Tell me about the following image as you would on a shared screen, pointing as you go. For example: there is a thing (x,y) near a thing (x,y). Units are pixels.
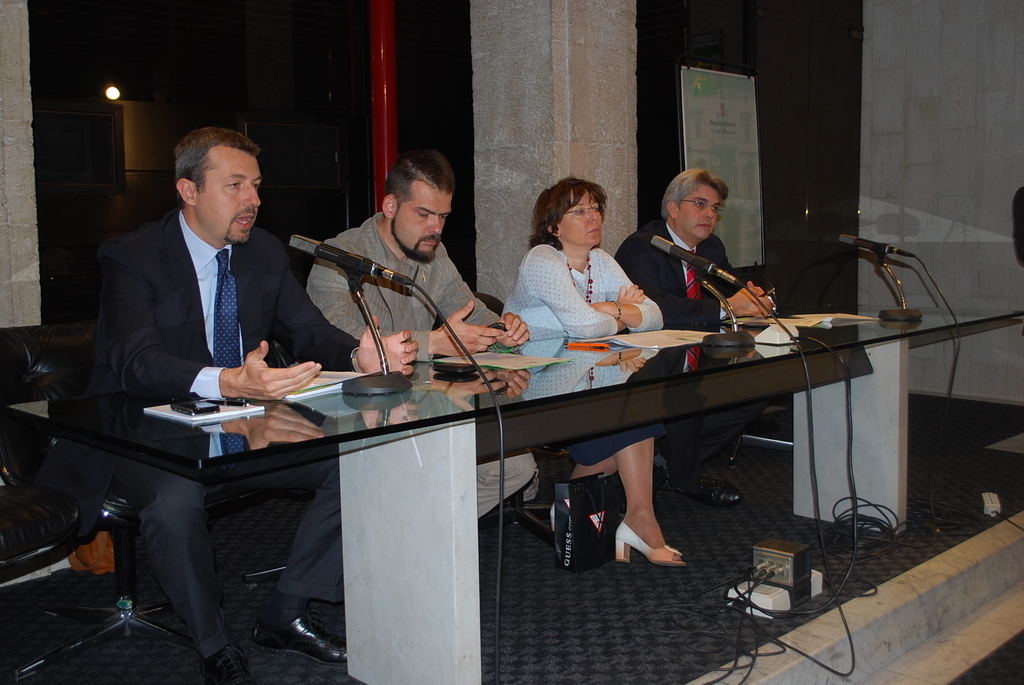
In this image i can see few people (170,280) sitting on chairs (274,349) in front of a table (326,403), On the table (725,326) i can see few papers (334,381) and few microphones (394,274). In the background (602,96) i can see a pillar (613,105), a board (752,118) and a glass wall (187,74).
